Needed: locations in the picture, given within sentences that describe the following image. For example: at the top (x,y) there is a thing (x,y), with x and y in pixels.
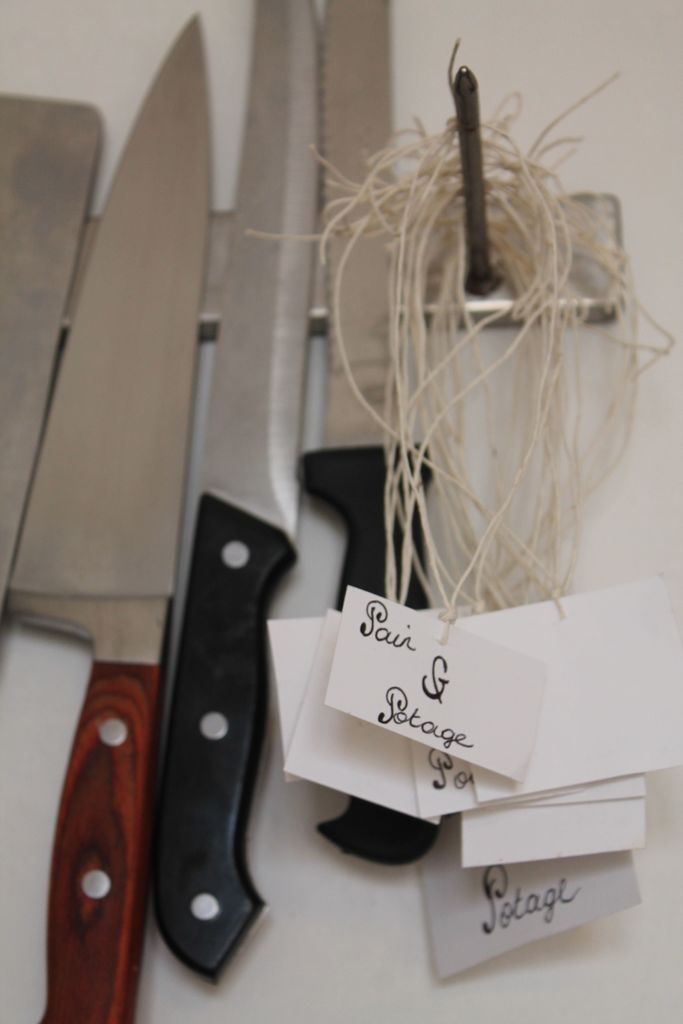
In this image there is a white surface (354,958). There are knives (247,312) on a stand (212,330) with a nail (472,264). On the nail (472,226) there are threads (490,195) with papers (469,735). On the papers (471,827) something is written.
